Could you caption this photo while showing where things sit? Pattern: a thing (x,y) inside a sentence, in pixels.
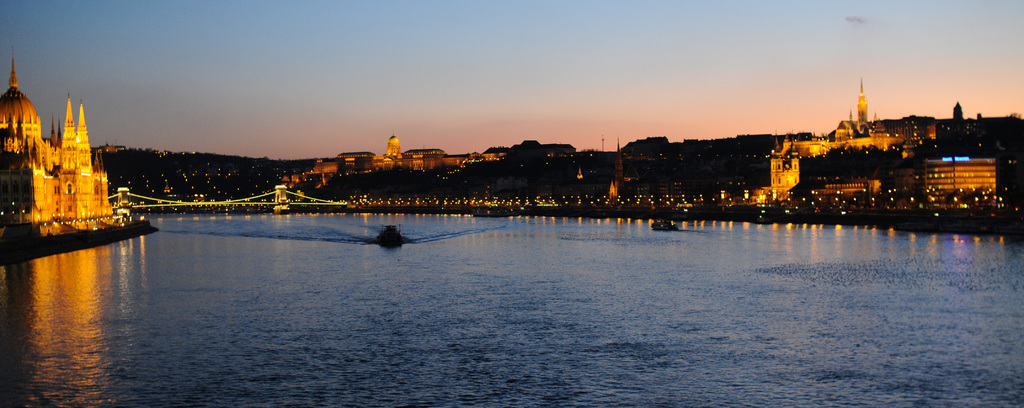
This picture shows few buildings (405,165) and we see a bridge (122,214) and couple of boats (388,236) in the water (607,252) and we see lighting (842,145) to the buildings (669,152) and bridge (242,205) and a blue sky (582,36).
